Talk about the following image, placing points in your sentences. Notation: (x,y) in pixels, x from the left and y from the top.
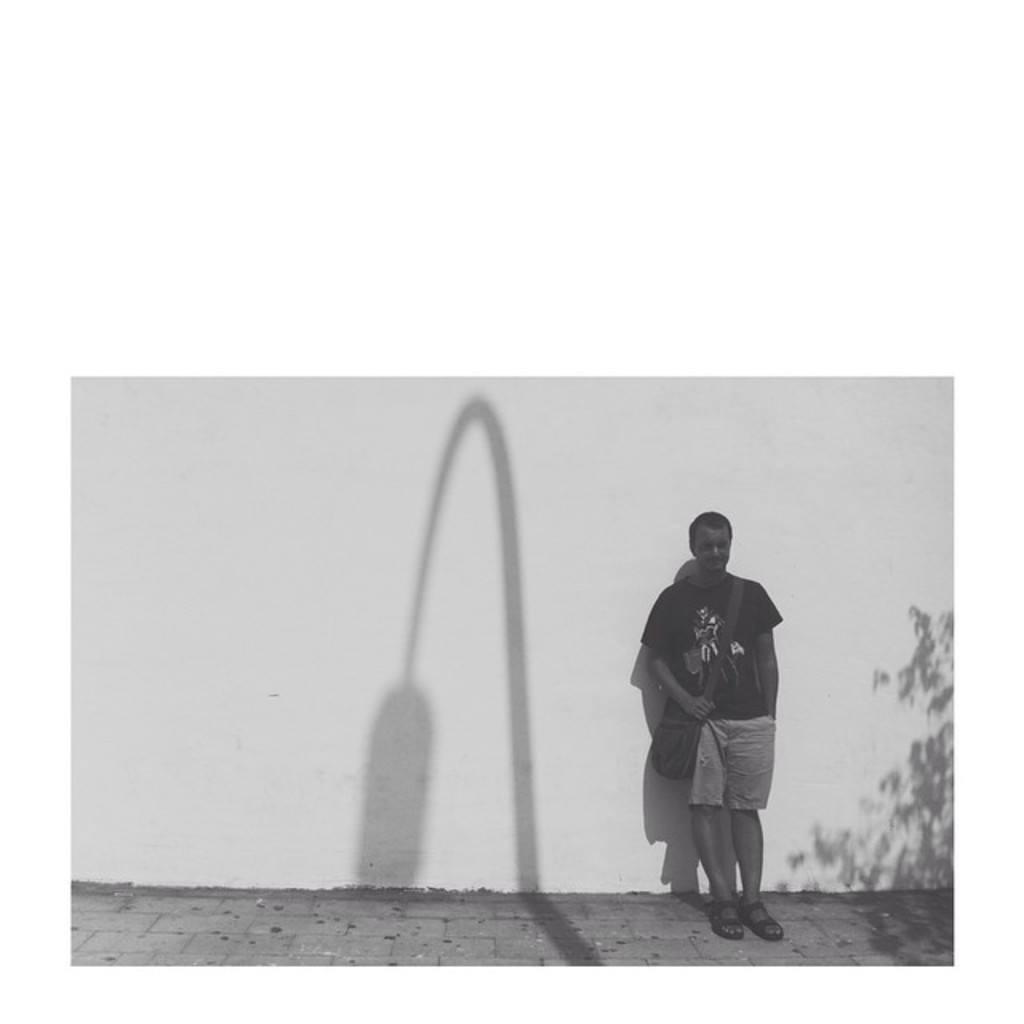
In this image, we can see a man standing and he is carrying a bag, there is a white color wall (332,770).
